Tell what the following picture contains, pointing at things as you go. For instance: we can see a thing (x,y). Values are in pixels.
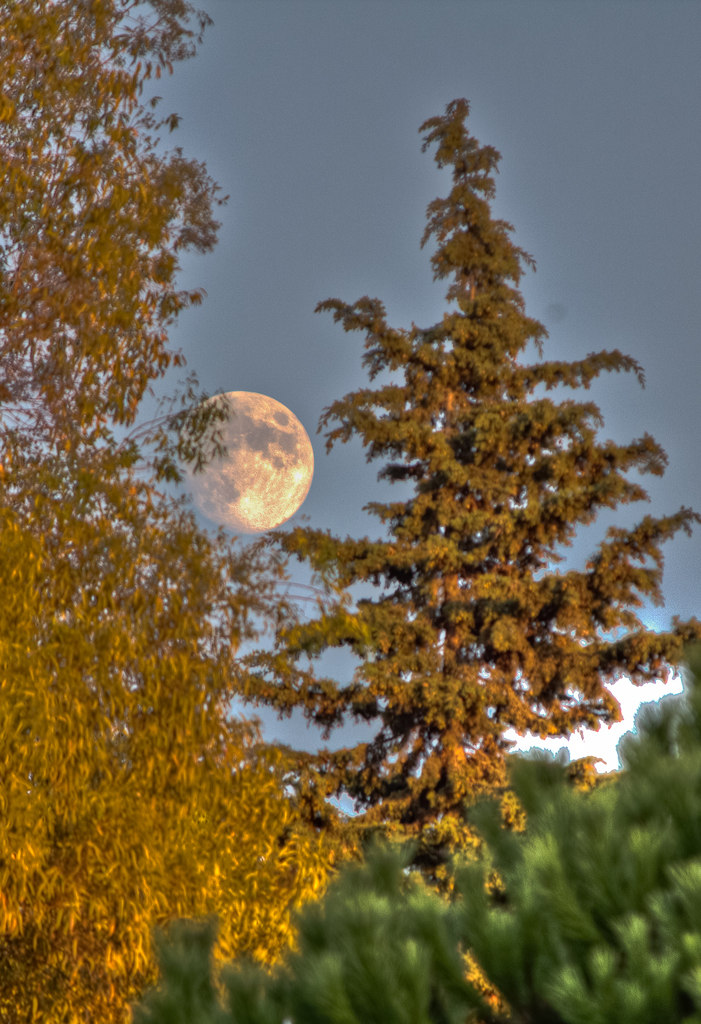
This picture is clicked outside the city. In the center (411,426) we can see the trees (341,621) and a moon (277,500) in the sky (280,389). In the background (408,163) we can see the sky (468,81).
